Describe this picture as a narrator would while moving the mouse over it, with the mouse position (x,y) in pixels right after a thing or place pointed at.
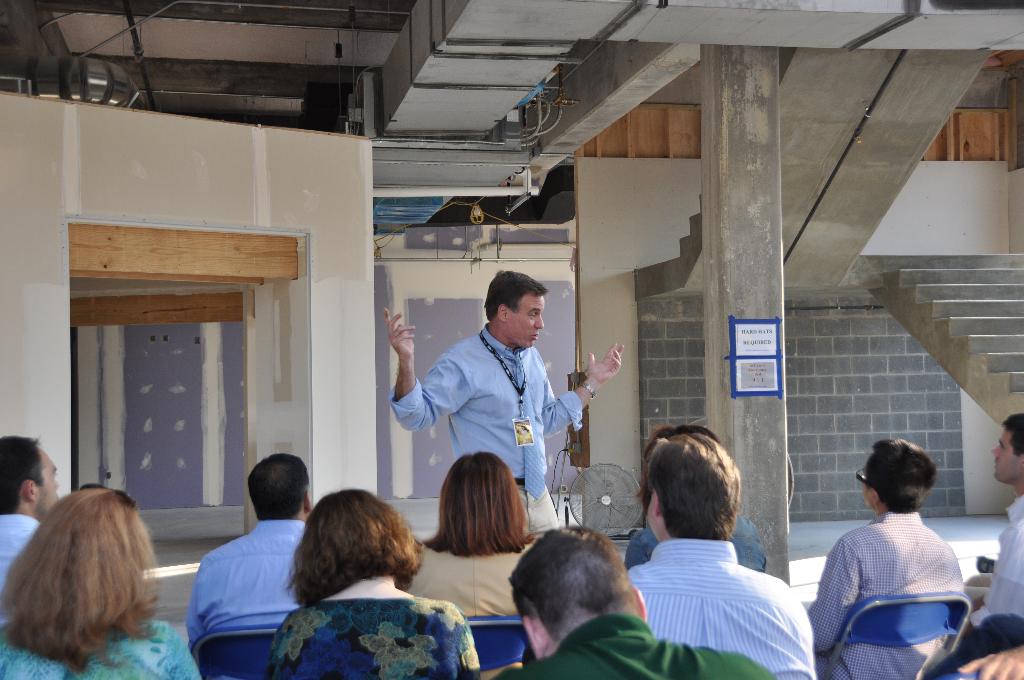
In this image at the bottom (77,588) we can see few persons (204,599) are sitting on the chairs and a man (528,477) is standing in front of them. In the background (702,374) we can see wall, light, pipes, staircase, papers (766,348) attached on the pillar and an object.
